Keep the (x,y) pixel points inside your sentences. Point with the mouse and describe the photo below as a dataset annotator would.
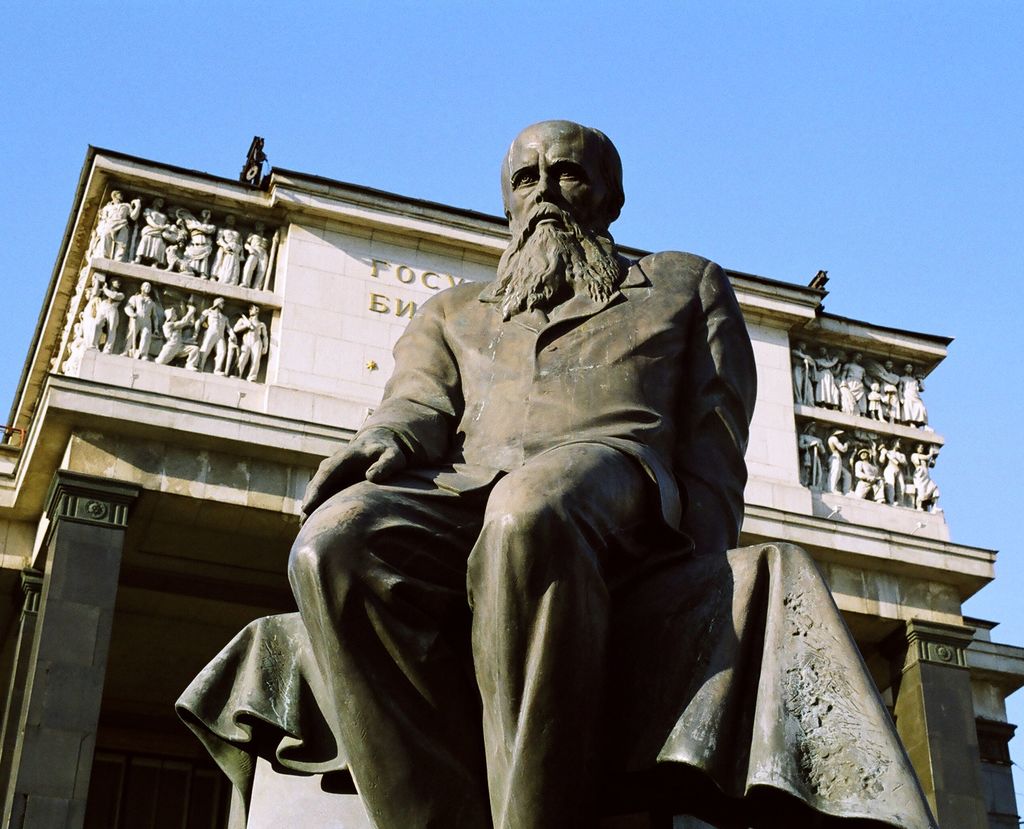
In this image we can see a statue (481,486), behind the statue (641,519) we can see a building (261,282), on the building (238,319) there are some statues (233,254) and text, in the background (396,88) we can see the sky (591,66).
